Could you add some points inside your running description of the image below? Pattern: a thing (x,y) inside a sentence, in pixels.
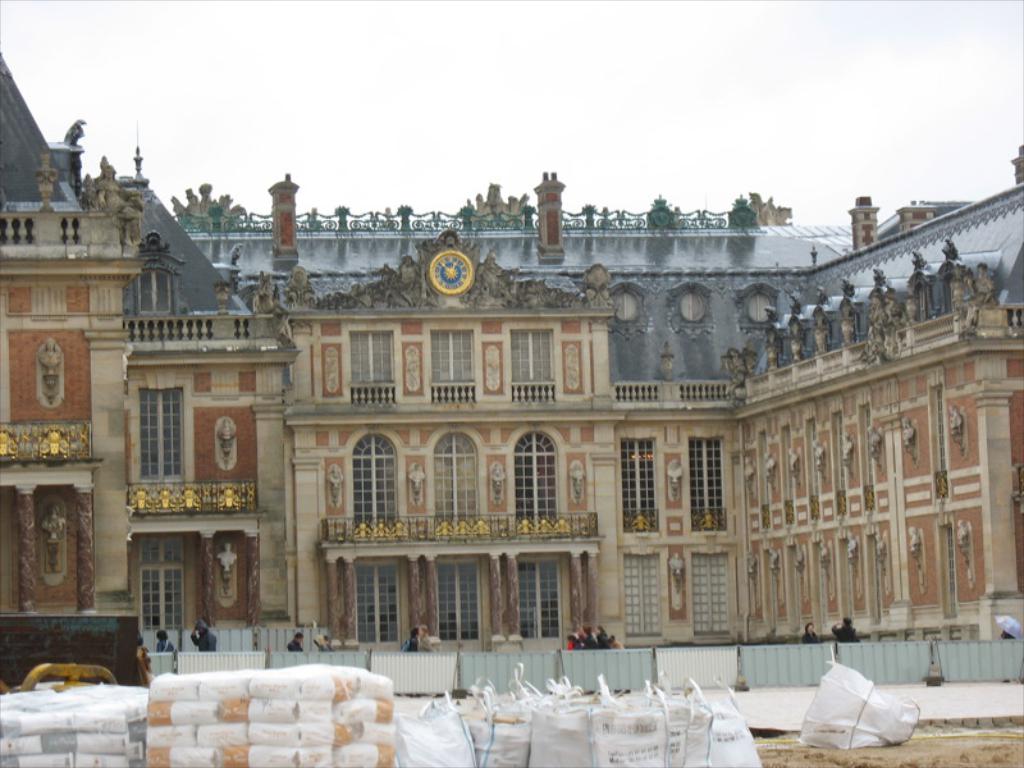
There is a building (643,378) and there are few people (591,638) and some other objects (379,714) in front of it.
